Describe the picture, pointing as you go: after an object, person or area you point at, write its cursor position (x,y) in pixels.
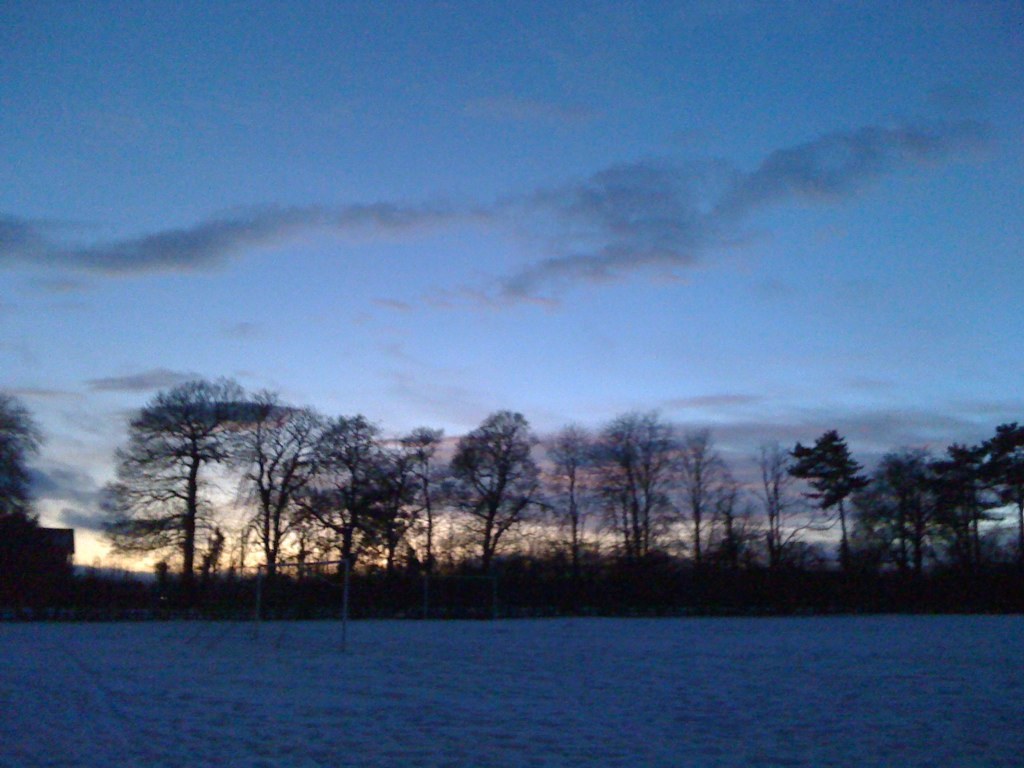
There is snow (664,625) on the ground (664,625) on which, there is a net (296,574). In the background (617,577), there are trees (114,536), plants (458,563), a building (68,537) and there are clouds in the blue sky (368,281).
